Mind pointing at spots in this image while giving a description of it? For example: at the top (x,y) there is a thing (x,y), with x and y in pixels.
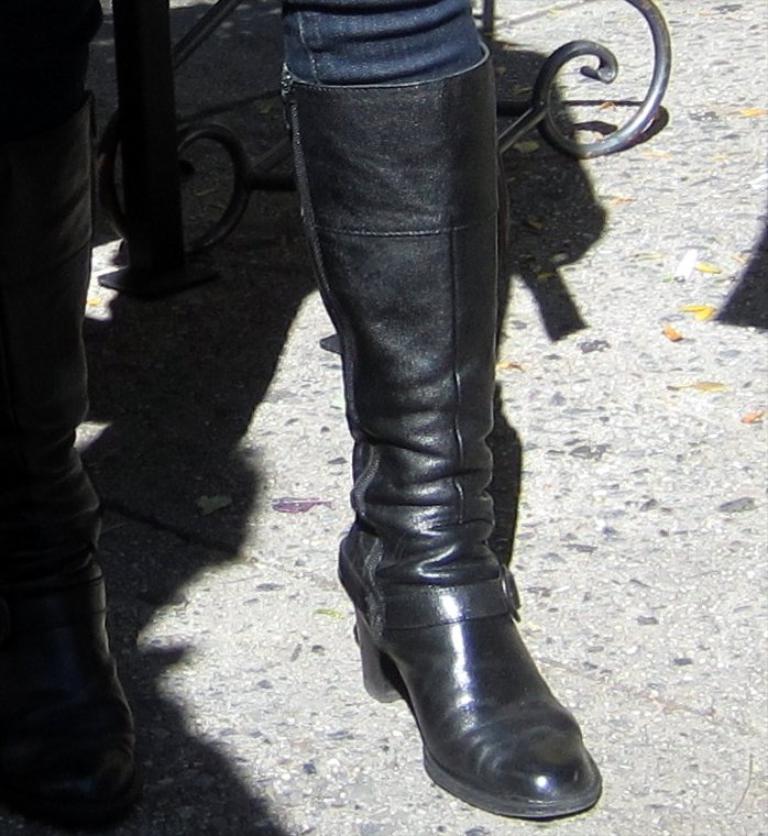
In this image we can see the person's legs (474,573) on the floor (541,288) and behind there is an object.
